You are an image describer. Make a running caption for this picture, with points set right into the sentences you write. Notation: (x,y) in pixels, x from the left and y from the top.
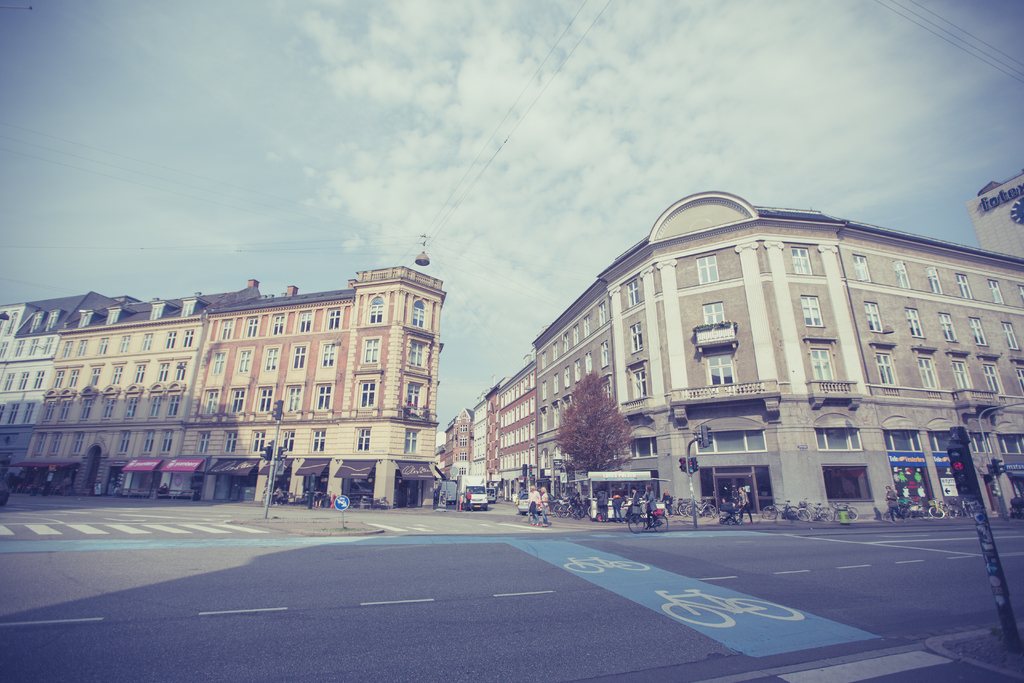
It is the wide angle image in which we can see there is a road (486,590) at the bottom (586,586). In between the road (514,562) there are vehicles (476,488). There are buildings (316,349) on either side of the image. At the top (425,68) there is the sky (432,83). There are few people (599,497) walking on the footpath (963,518). On the right side (976,519) bottom there is a signal light (963,454). There is a tree (582,444) on the footpath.
